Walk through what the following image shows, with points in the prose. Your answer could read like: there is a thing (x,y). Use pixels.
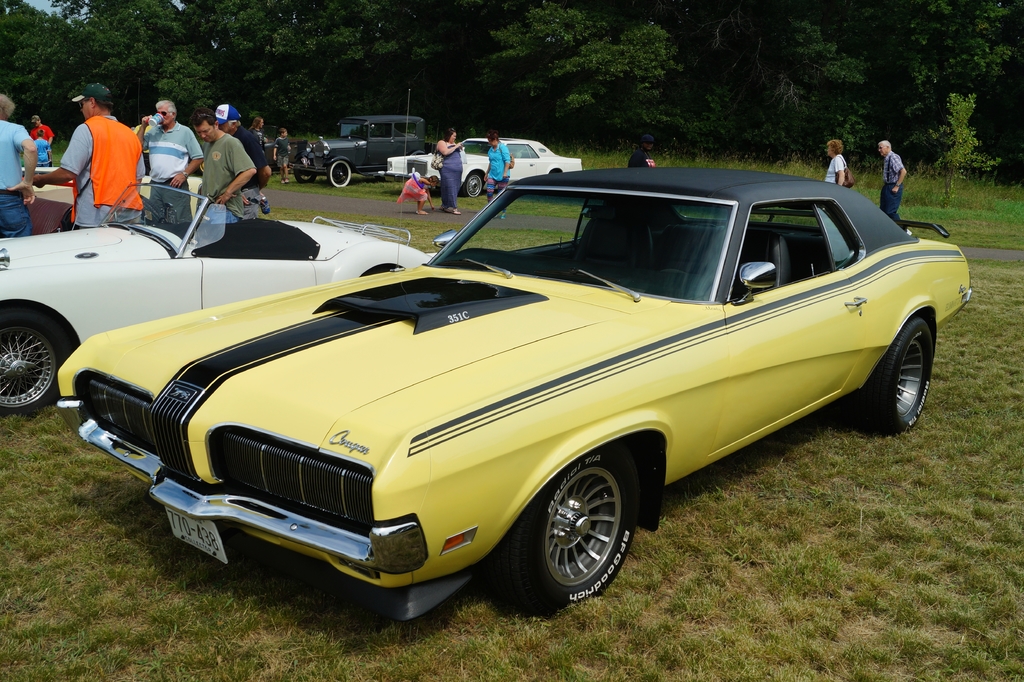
In this image I can see few vehicles (418,318). In front (645,379) the vehicle (505,322) is in yellow color. In the background (749,1) I can see group of people (27,192) standing and few trees (600,56) in green color.
